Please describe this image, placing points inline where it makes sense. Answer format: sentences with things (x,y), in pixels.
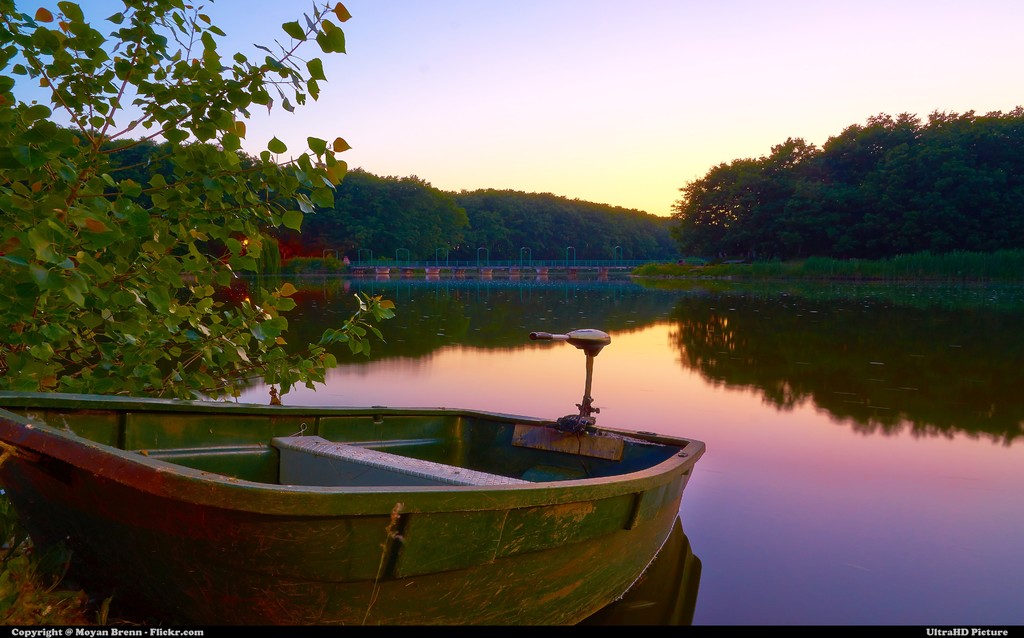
Here we can see water (854,378), boat (590,478) and plant (147,246). Background (918,210) there are trees (823,200). Bottom of the image (86,635) there is a watermark (131,636).
